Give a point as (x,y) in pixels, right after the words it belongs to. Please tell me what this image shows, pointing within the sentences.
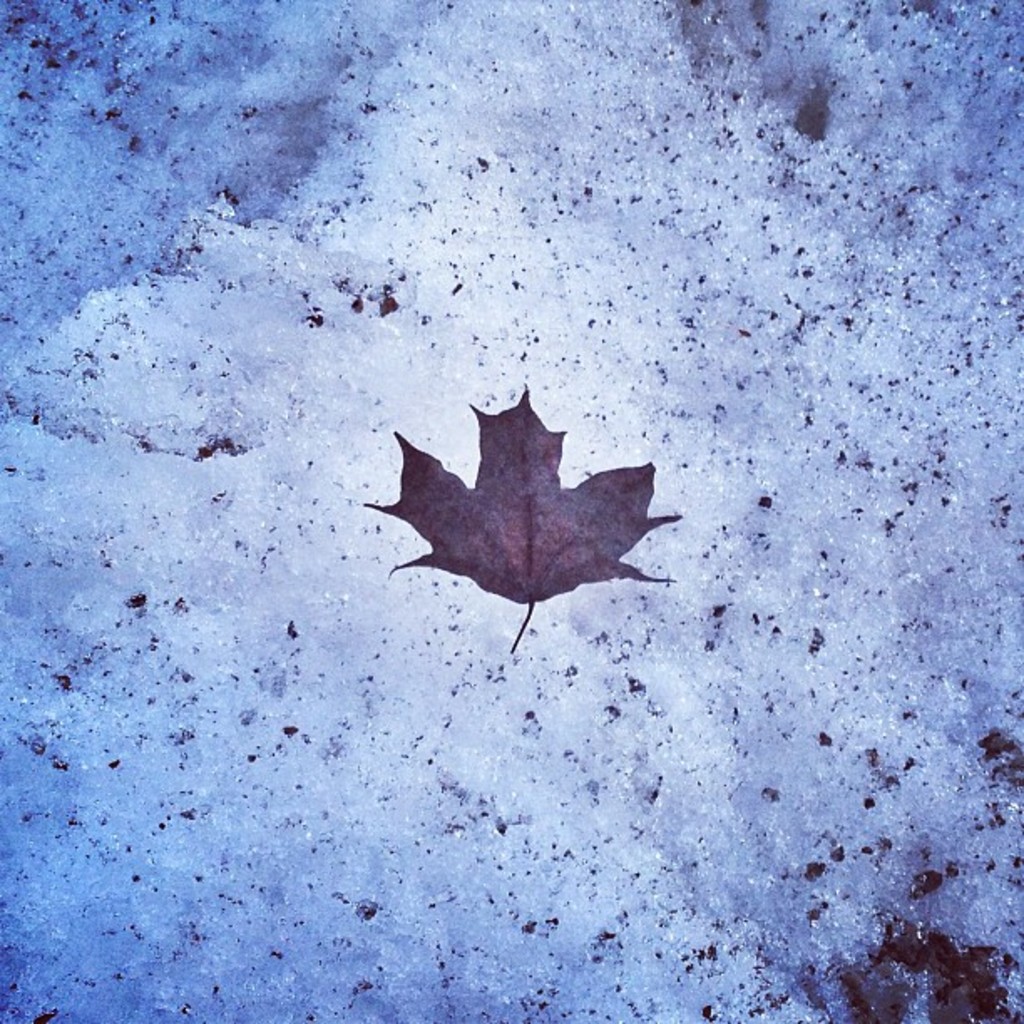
In the center of the image (549,492) we can see a dry leaf (590,489). In the background of the image (408,552) we can see the ice (619,400).
